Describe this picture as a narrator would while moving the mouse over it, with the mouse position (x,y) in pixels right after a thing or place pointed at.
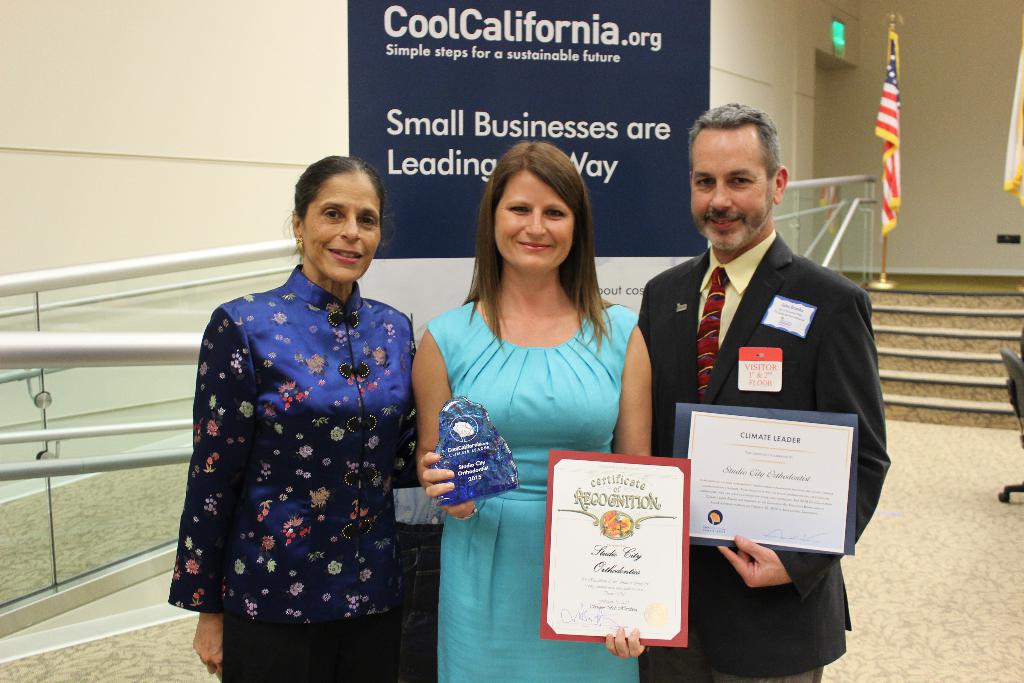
In this image there are three persons (606,332), one person (579,376) holding a shield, behind them there is the wall (325,100), flag (893,143), steps (913,404), banner (558,109) attached to the wall (226,65) on which there is a text (454,112).
